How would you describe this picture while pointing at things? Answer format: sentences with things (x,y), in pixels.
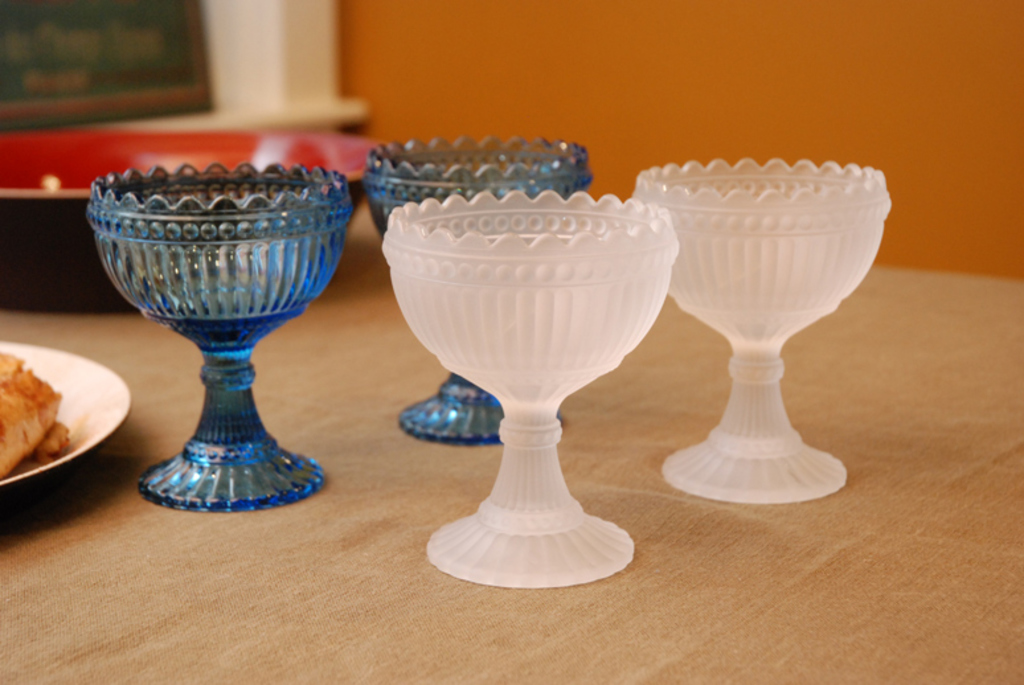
In this image there is a table (309,577) on which there are two white glass cups (619,280) and two blue glass cups (321,201). Behind them there is a bowl (46,216). On the left side (71,418) there is a plate (71,418) on which there is food (34,417).
